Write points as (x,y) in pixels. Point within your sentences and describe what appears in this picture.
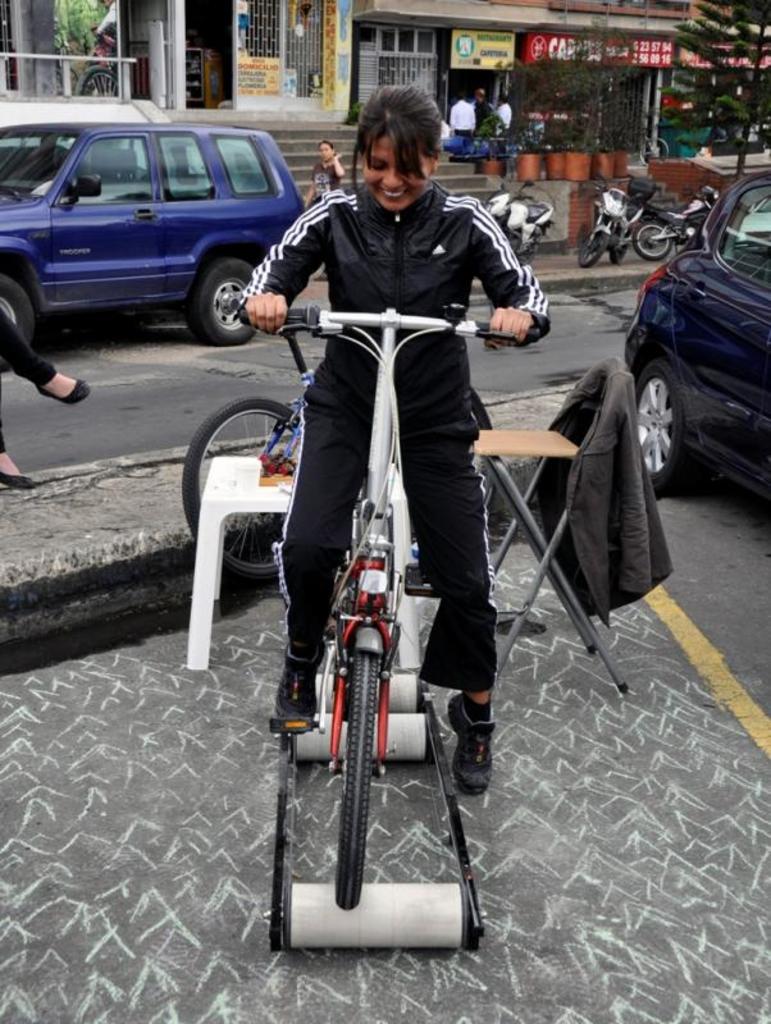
This is the picture of a woman (345,309) riding a bicycle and the back ground (634,122) we have car (92,240), bikes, building (637,11), tree (544,94) and persons (468,133).
